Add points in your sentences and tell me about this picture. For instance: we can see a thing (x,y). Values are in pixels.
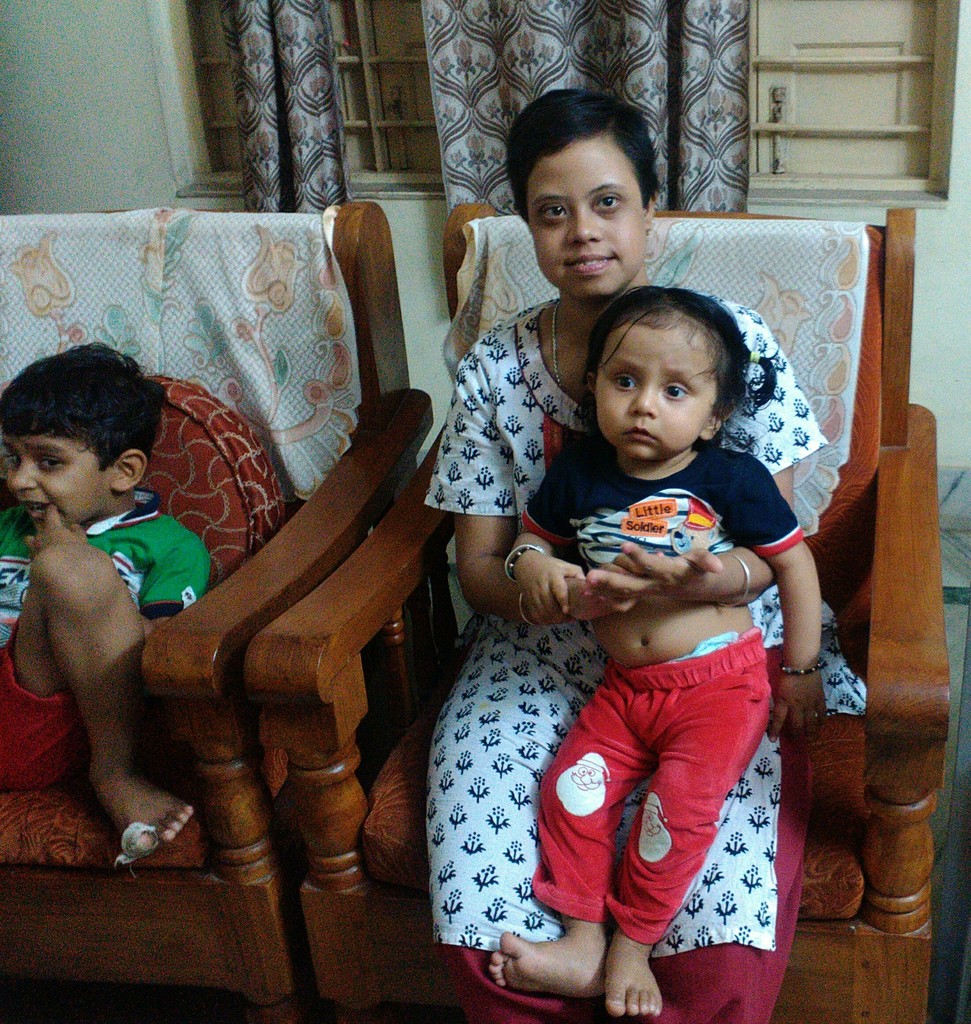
This picture describes about group of people (584,495), and we can see a boy (118,616) and a woman (597,182), they are seated on the chairs (327,645), in the background (843,57) we can see curtains (322,107) and few metal rods (819,131).
